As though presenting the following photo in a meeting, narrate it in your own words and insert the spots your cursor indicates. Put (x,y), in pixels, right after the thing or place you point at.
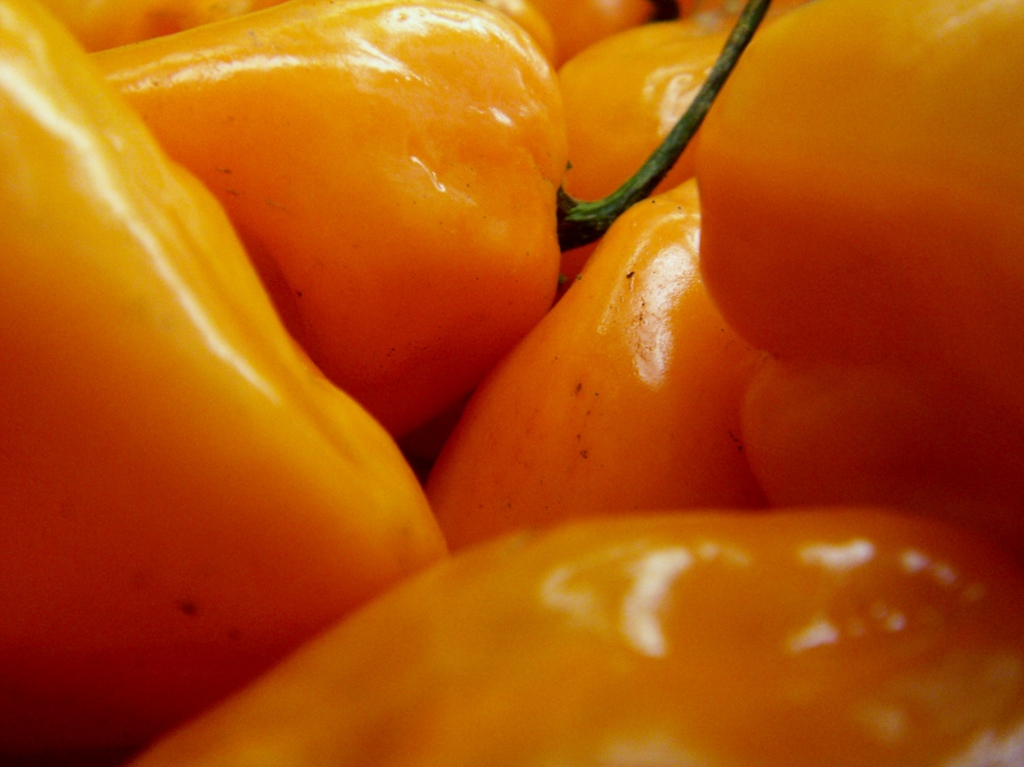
In the image we can see there are many yellow peppers (395,360).
